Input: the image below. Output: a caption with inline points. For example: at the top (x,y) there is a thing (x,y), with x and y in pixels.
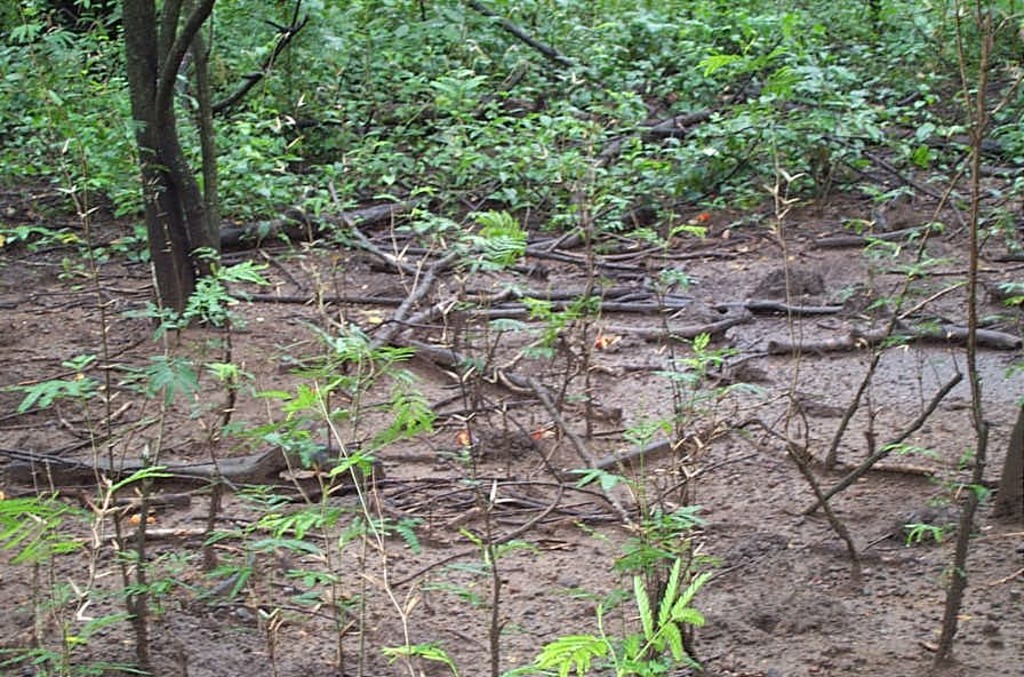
In the image we can see some grass (429,93) and trees (303,26).
